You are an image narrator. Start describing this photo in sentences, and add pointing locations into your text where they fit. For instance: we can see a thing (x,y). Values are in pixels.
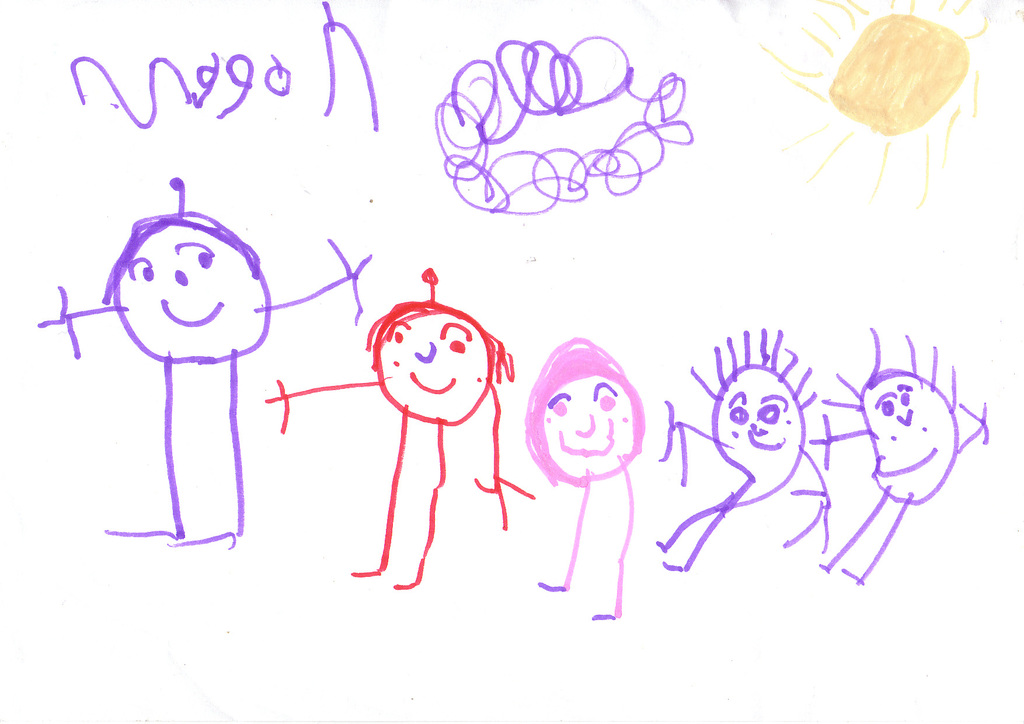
There are sketches (455,412) of persons (824,427) and other objects (762,48) on the white color surface (191,72). And the background (57,18) is white in color.
